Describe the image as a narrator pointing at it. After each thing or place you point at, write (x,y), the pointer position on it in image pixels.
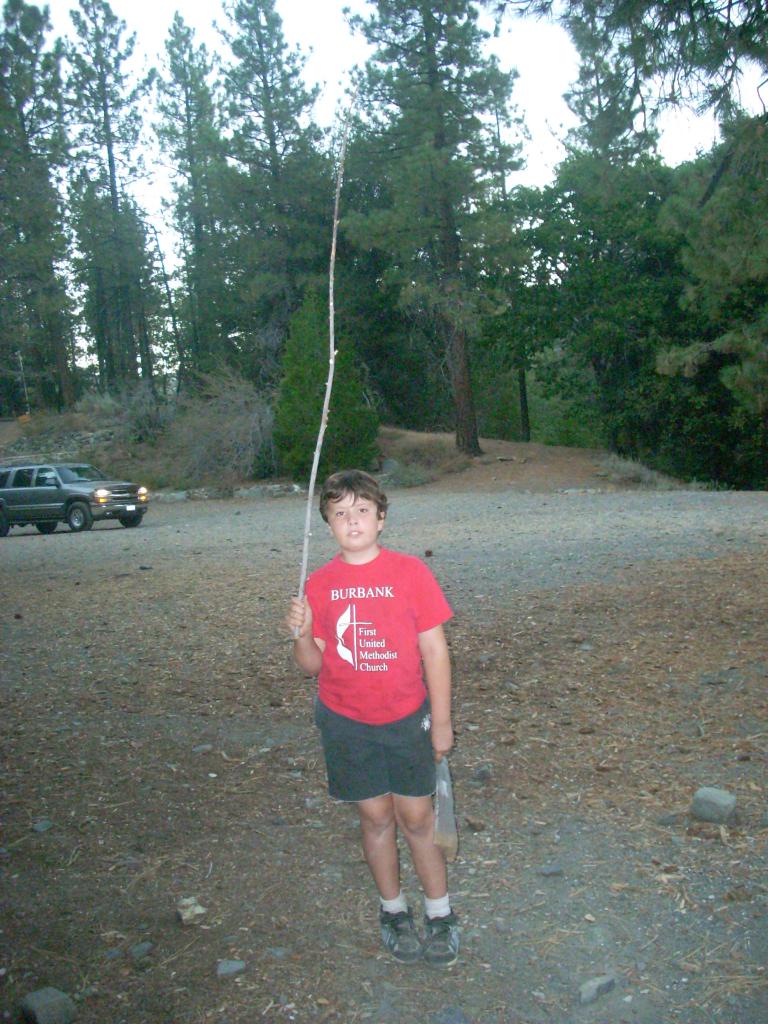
In this picture there is a boy (363,586) standing and holding stick (331,386) and object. We can see stones (597,992), car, trees (31,338) and ground (192,679). In the background of the image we can see the sky (219,92).
